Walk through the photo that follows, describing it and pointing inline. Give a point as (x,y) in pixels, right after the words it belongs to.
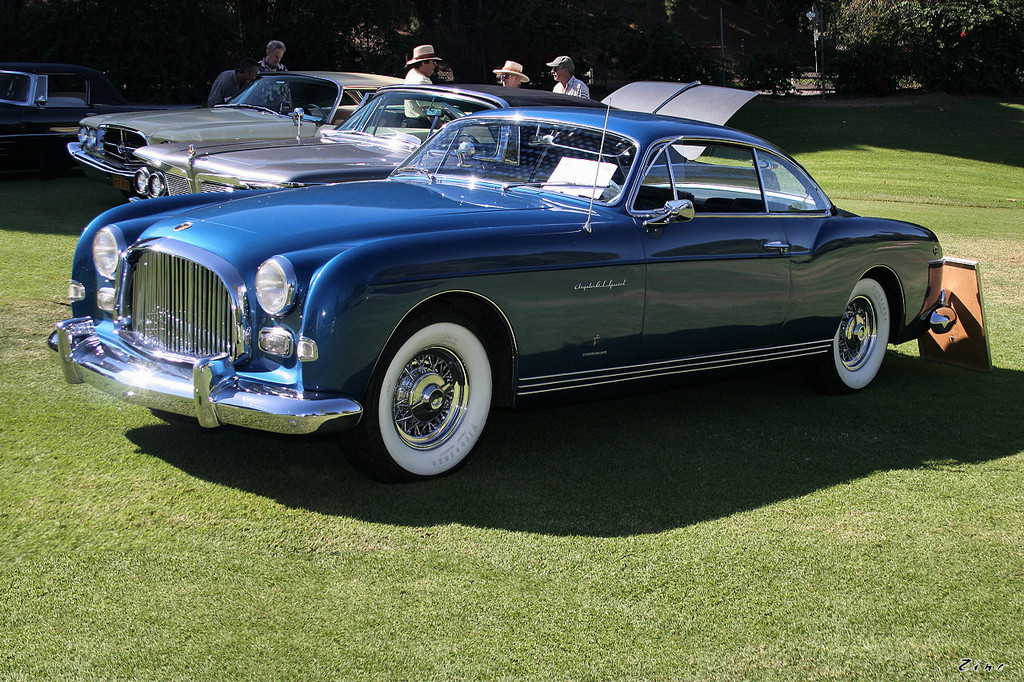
In this picture there are four cars (321,246) which are parked on the grass (661,405). In the background (105,53) I can see the trees (985,17), plants (798,66) and grass (889,172). Beside the car (581,127) I can see some people (250,65) were standing.
